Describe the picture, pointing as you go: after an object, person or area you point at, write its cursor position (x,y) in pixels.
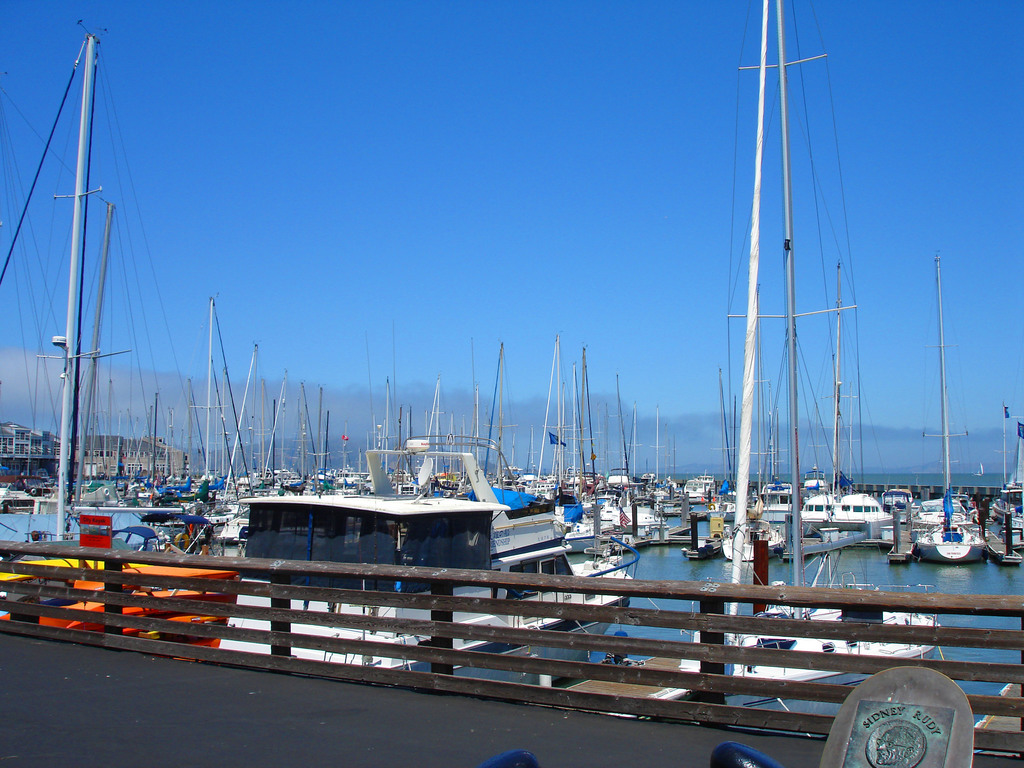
There are boats (380,489) in different colors parked at the shipyard (1018,589). In the background (660,424), there are clouds (50,366) in the blue sky (554,207).
